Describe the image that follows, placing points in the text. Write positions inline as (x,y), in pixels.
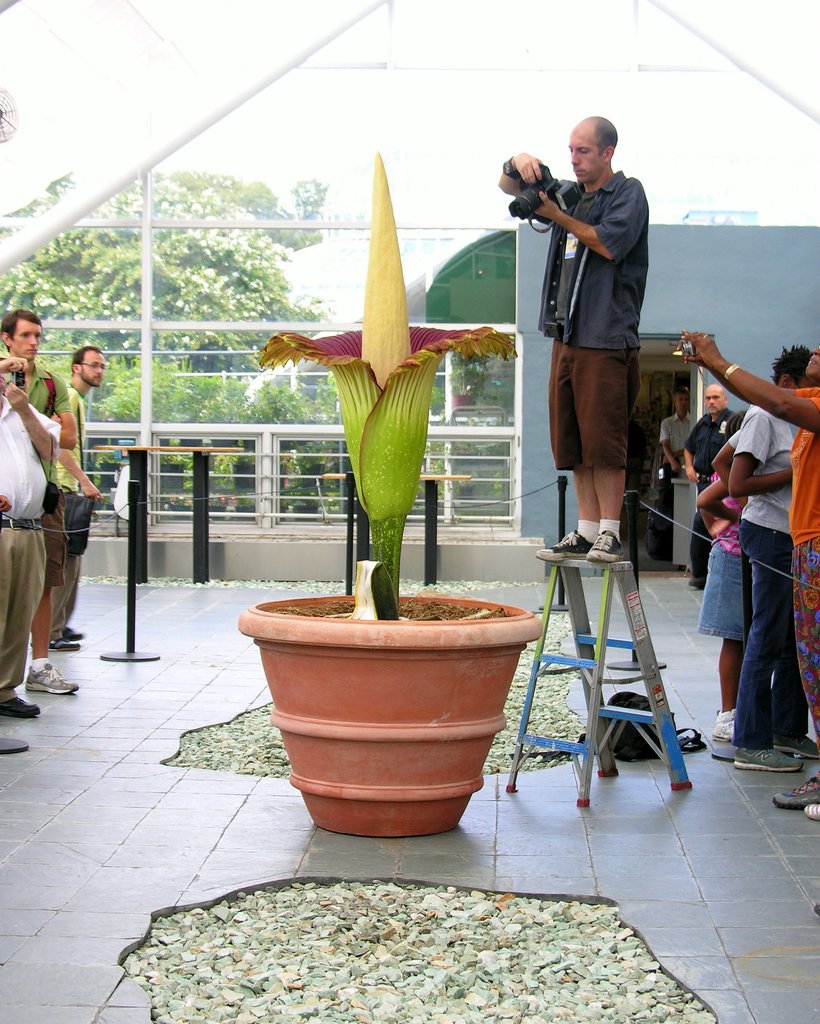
In this picture there is a man (559,278) who is standing on the ladder (616,719). He is also holding a camera (527,215) and taking picture of plant (359,440). On the left (38,556) there is a man (49,452) who is holding mobile phone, beside him we can see a boy (41,393) who is wearing green shirt (35,393) and bag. In the background (279,511) we can see fencing (442,501), grass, plants (253,364), trees (222,315) and shade (517,327). At the top (549,111) there is a sky (392,105). On the right (775,607) we can see the group of person (768,503) standing near to the black bag (647,750).
